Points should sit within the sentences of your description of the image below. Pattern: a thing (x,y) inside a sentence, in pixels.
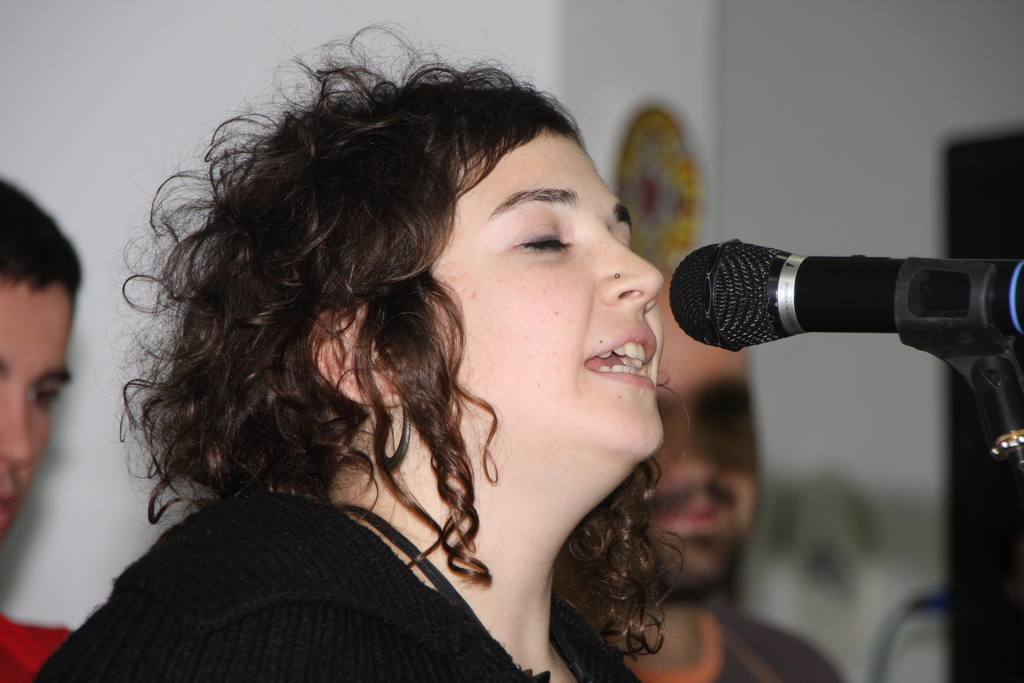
In this image there are three people (593,501). In the foreground (572,474) there is a woman (431,410). In front of her there is a microphone (891,305). Behind them there is a wall (317,68).
